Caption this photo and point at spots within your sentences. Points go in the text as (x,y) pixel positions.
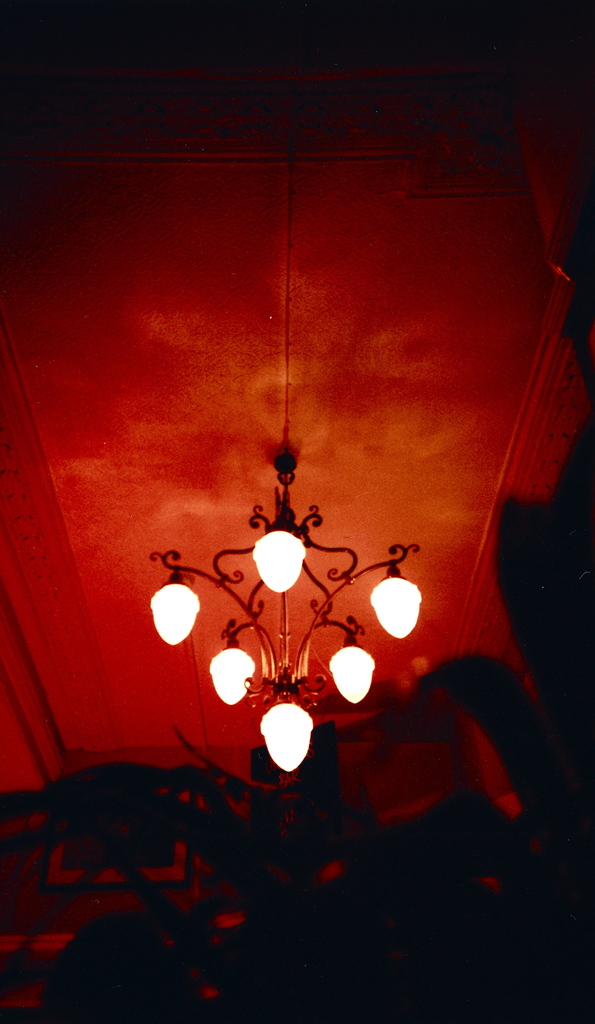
Here we can see a glowing chandelier (260,558) at the ceiling (295,450).
